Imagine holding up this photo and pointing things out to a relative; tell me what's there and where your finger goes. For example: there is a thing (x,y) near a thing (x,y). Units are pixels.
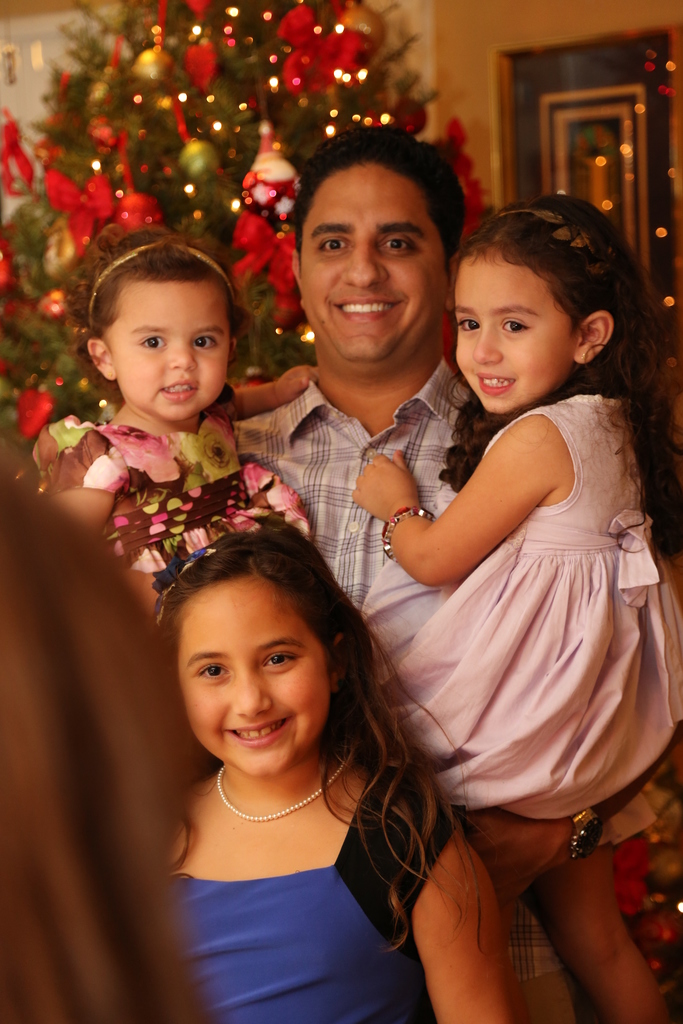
In this picture there is a person (353,472) standing and carrying two kids (493,617) on either sides of him and there is another kid (326,816) standing in front of him and there is a tree (148,181) decorated with lights (211,133) in the background (273,87).
